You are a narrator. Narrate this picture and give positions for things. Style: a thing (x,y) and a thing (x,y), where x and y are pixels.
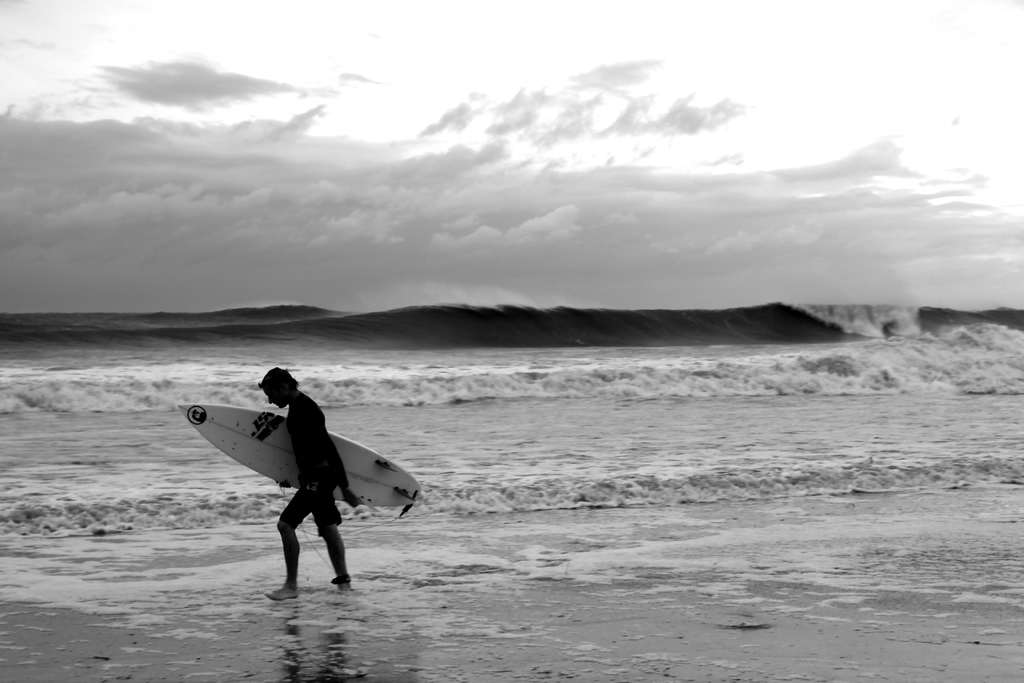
In the image we can see there is a sea (345,327) and there are waves (646,343) which are flowing and there is a beach (368,613) on which a person (310,506) is walking by holding a surfer board (380,478).
